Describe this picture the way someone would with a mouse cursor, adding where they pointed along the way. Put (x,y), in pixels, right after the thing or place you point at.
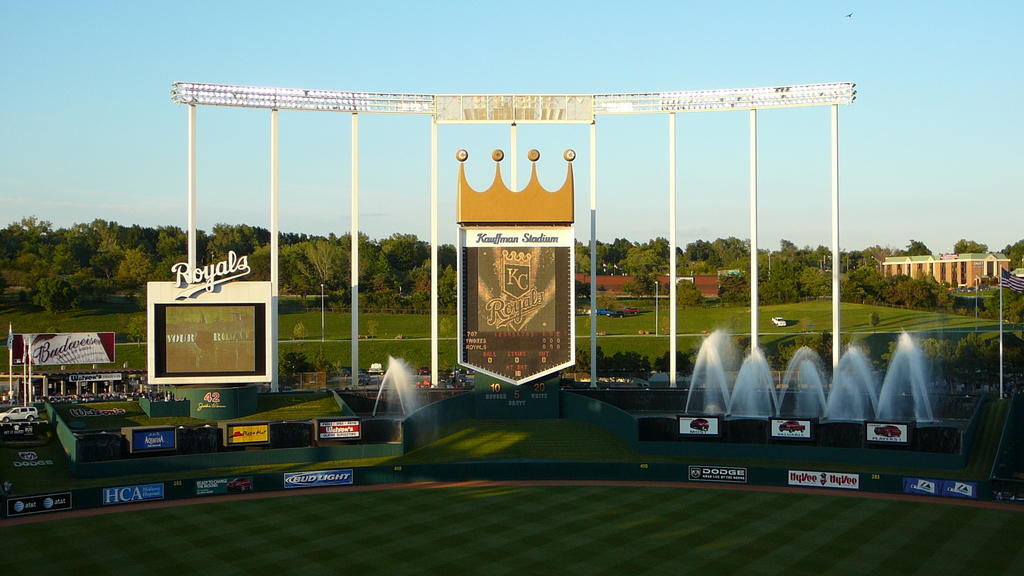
In the middle of this image (510,234), there is a scoreboard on a ground (781,329), on which, there are fountains (402,378), hoardings (65,361), vehicles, buildings (968,271), trees (646,285) and grass (950,321). In the background (55,115), there is a blue sky (443,147).
